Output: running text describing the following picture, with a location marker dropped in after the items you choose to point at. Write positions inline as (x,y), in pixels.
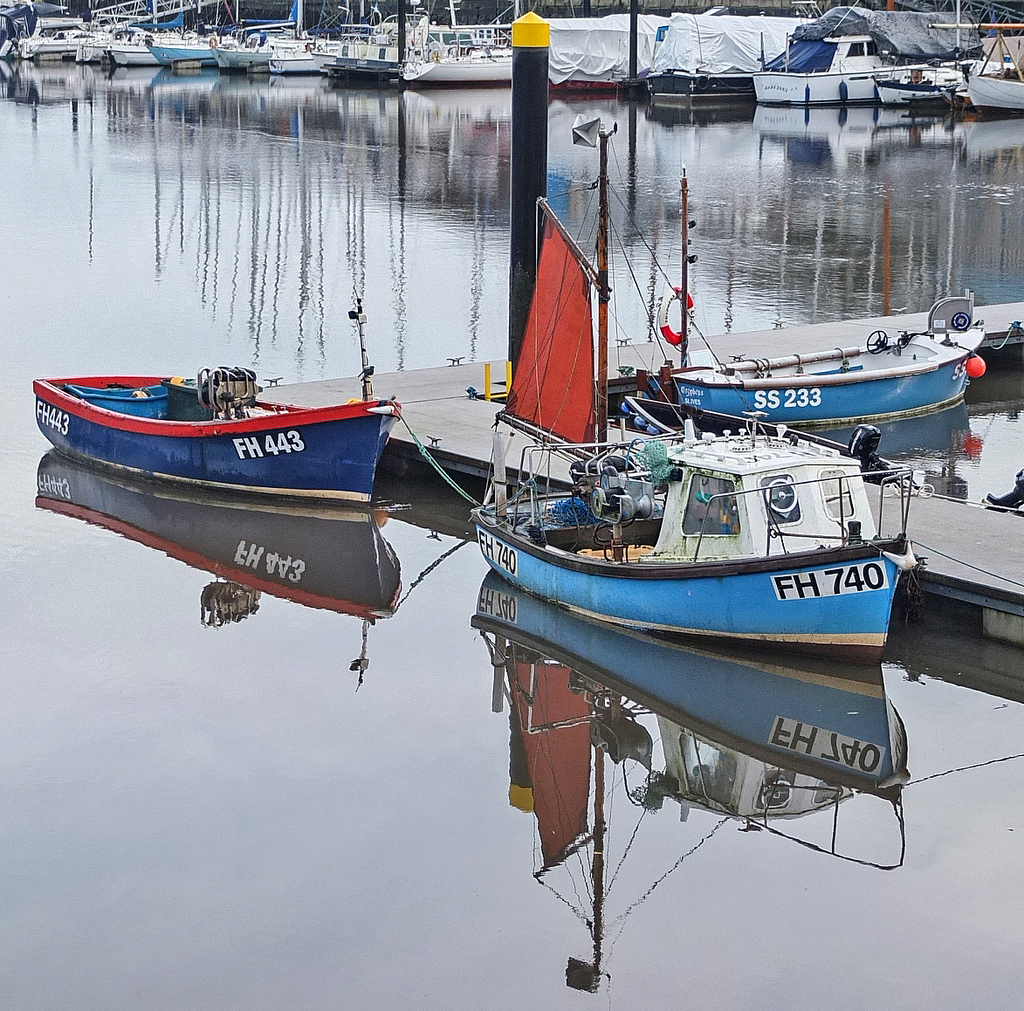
In this image I can see the water (325,737), few boats (695,599) which are blue, white and red in color on the surface of the water (243,693), the wooden bridge (1000,553) and the black and yellow colored pole (534,15). In the background (92,34) I can see few other boats (809,55) on the surface of the water (359,741) and few poles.
